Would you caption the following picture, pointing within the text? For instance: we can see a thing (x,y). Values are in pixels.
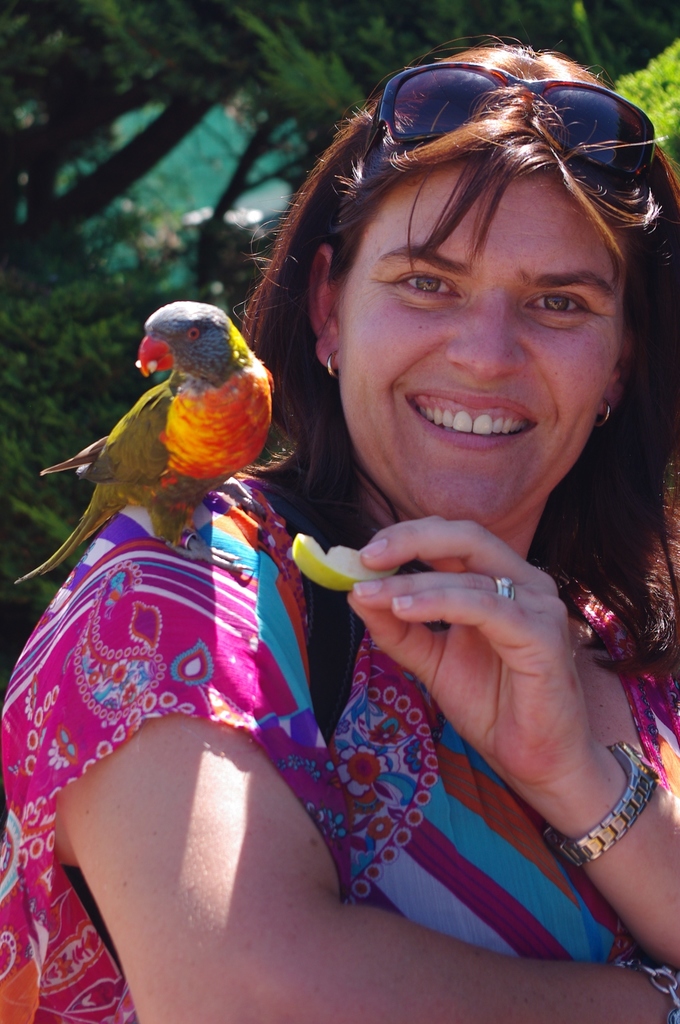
Here we can see a woman (450,489) holding a fruit (330,558) with her hand (523,707) and there is a bird (254,393) on her shoulder (223,639). She is smiling. In the background (259,13) there are trees (233,101).
